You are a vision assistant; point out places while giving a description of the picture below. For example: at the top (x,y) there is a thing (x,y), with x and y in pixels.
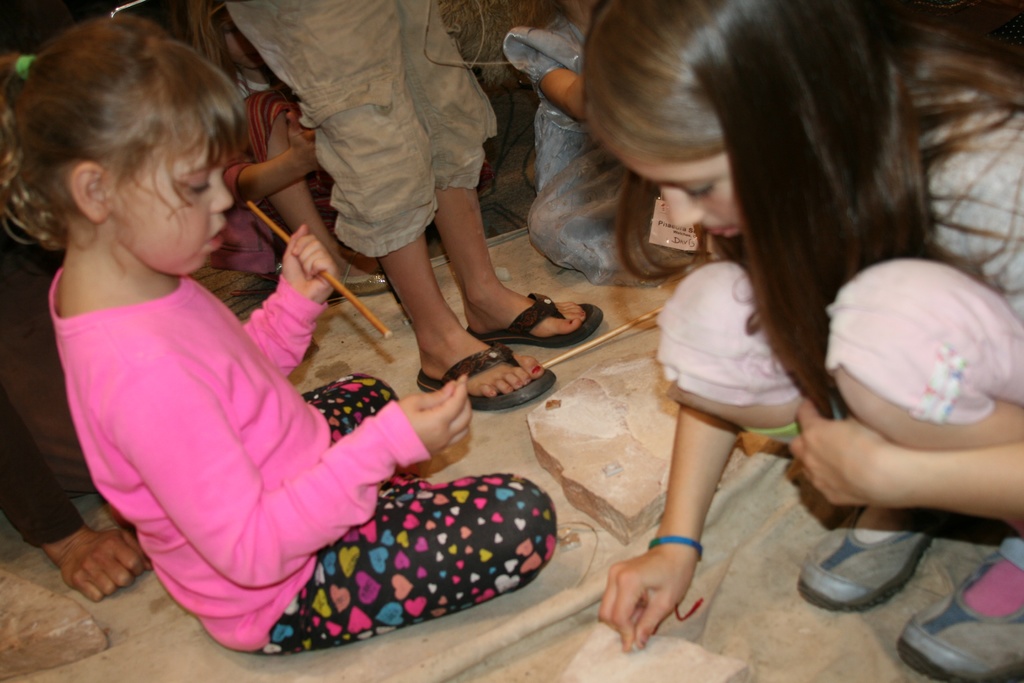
In this picture we can see small girl (103,367) wearing a pink color t-shirt (272,544) and colorful track (455,553) sitting on the ground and playing with stones (655,659). Beside we can see another girl (655,611) sitting on the ground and playing.
